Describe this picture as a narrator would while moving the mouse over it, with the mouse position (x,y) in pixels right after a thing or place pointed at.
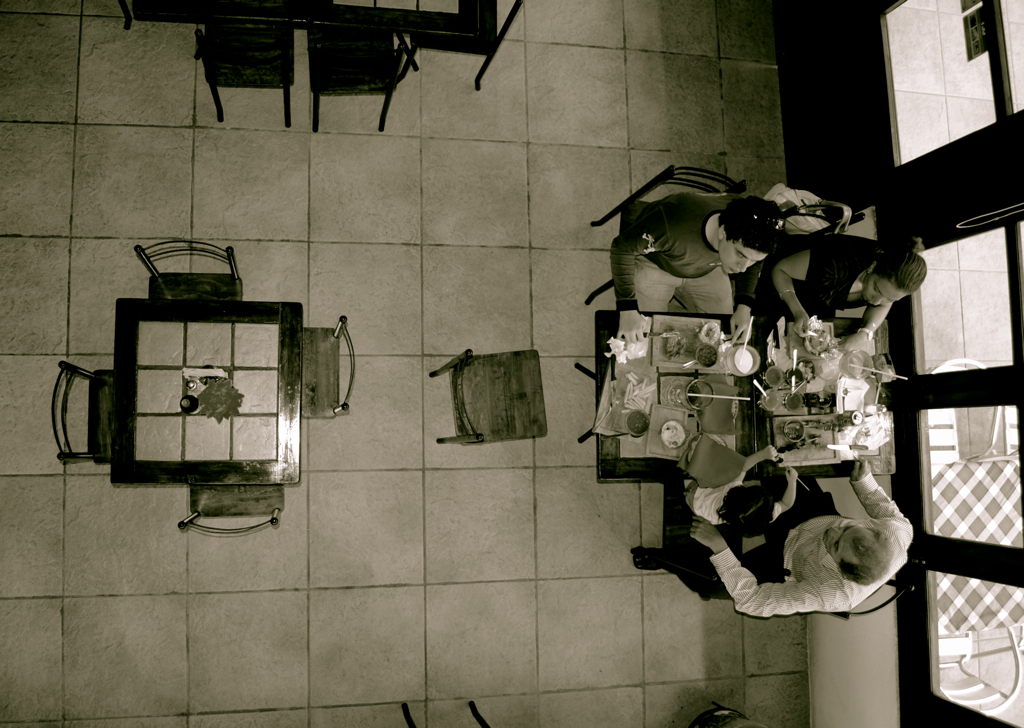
There are tables (205,424) and chairs (219,273) inside a room (313,701). There are 4 people (814,573) sitting at the right (769,603). On the table (745,430) there are glasses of drink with straws (712,396). There are glass windows (931,100) and doors (989,391) at the right corner (989,227).
